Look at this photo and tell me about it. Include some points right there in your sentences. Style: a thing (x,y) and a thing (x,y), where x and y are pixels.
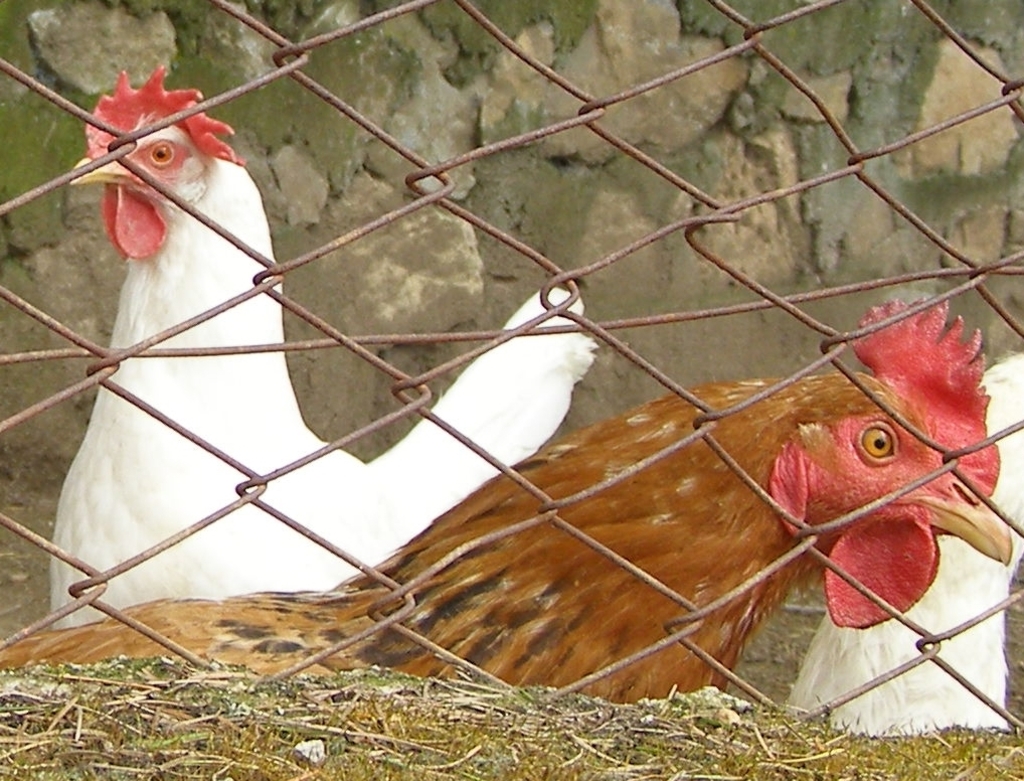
In this picture I can see 3 chickens (542,446), where 2 are of white color and other one is of brown color and I can see the fencing (74,112). In the background (104,41) I can see the wall (566,226).
